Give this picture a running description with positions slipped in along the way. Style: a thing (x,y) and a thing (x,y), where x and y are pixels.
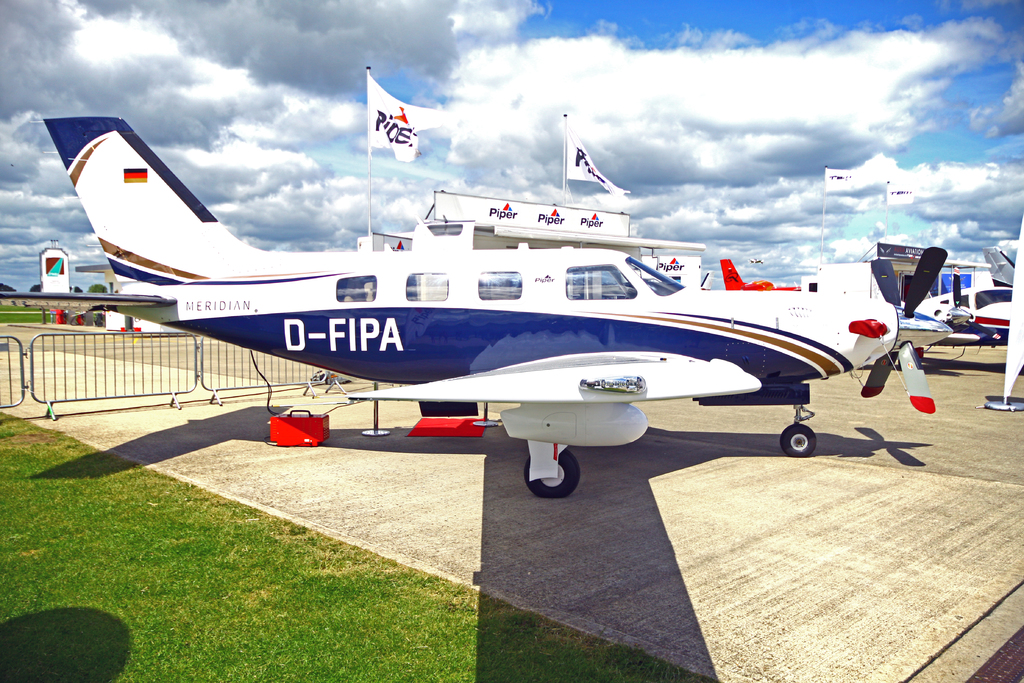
In the center of the image (615,290) we can see a few airplanes (802,343), which are in red, blue and white color. And we can see some text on the front airplane (417,315). And we can see red basket (300,418), red mat (445,429), one pole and a few other objects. At the bottom left of the image (122,628), we can see the grass (241,559). In the background (449,76) we can see the sky (704,210), clouds (710,198), buildings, trees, grass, fences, banners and a few other objects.
